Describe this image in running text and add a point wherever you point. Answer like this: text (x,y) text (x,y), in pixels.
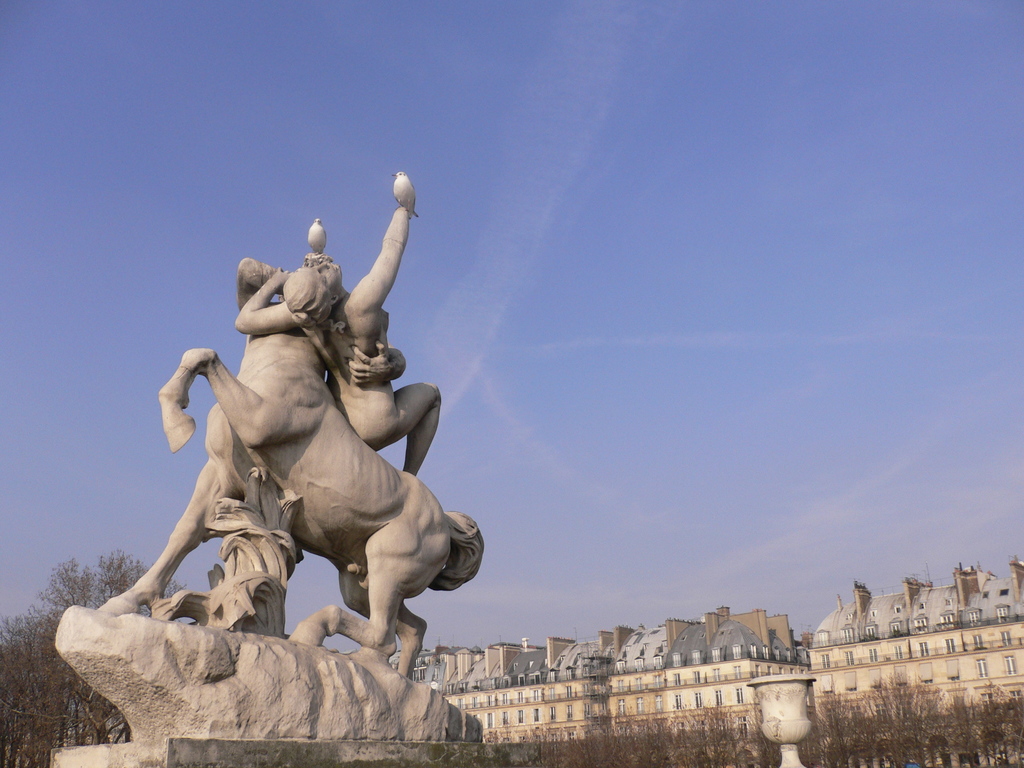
In this picture, there is a statue (333,483) towards the left (214,478). On the statue (307,293), there are two birds (319,235). At the bottom right (884,678), there are buildings (655,646) and trees (623,728). On the top (506,189), there is a sky (625,231) with clouds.
